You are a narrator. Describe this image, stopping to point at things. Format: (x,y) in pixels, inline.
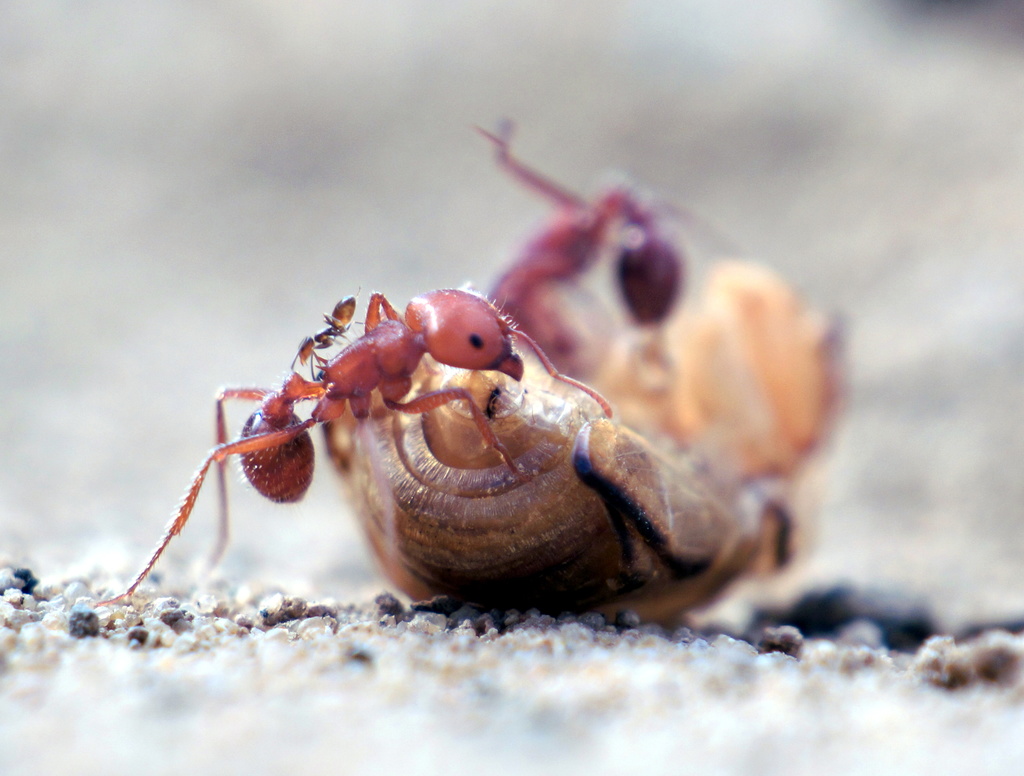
The picture consists of ants (476,297) and an insect (570,410) on the sand (363,647). At the top (420,132) and at the bottom (379,695) it is blurred.
